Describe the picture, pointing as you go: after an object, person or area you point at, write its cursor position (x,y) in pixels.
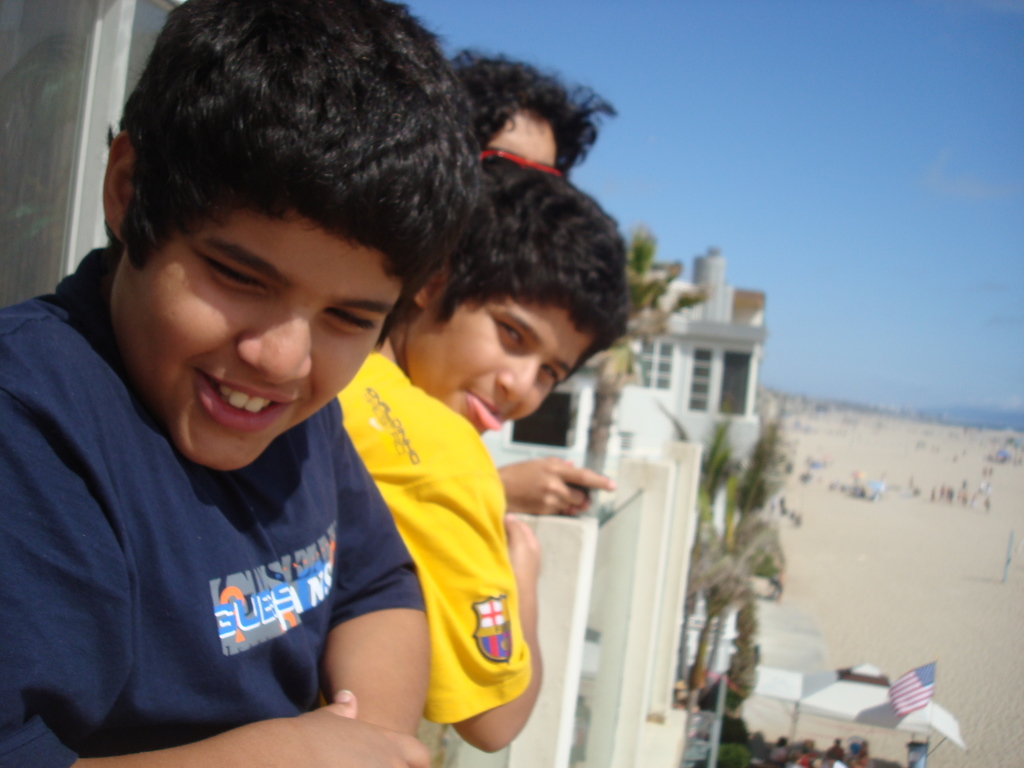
In this image I can see few persons (209,455) wearing blue and yellow colored dresses (331,483) are standing on the building (564,569). In the background (639,454) I can see few buildings (638,451), few trees (605,370), a white colored tent (810,682), few persons (802,741), the sand (892,659), few persons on the sand (937,434) and the sky (840,198).
